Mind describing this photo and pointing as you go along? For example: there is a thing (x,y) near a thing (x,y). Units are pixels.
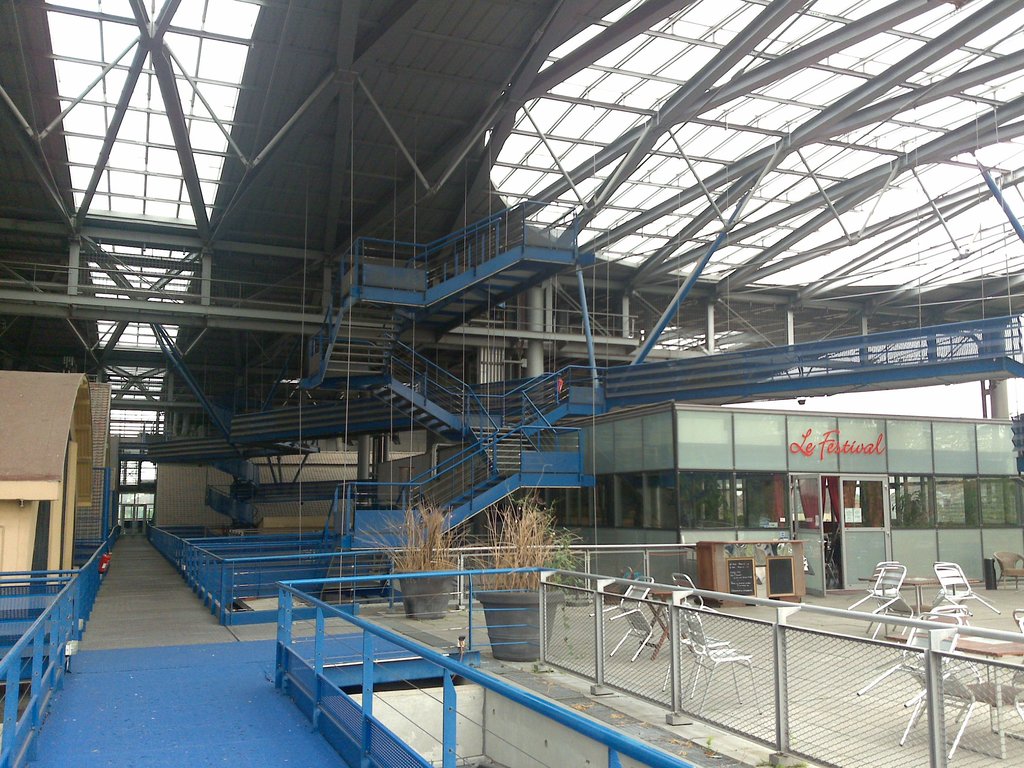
These are stairs (474,419) and shed (635,102), these are chairs (885,602), these are plants (537,539).
